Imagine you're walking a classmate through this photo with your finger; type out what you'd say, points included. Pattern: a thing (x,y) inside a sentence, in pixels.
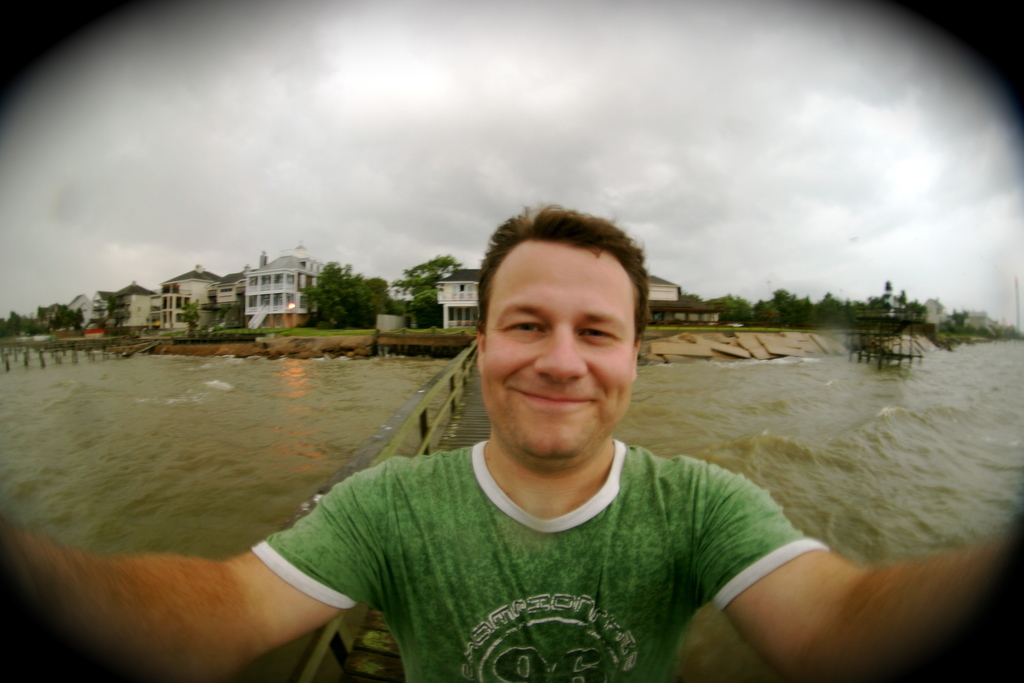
In this image a person (661,482) is smiling. Background (455,406) we can see bridge (469,396), water (693,414), buildings (207,293), cloudy sky (347,189) and trees (819,306).
